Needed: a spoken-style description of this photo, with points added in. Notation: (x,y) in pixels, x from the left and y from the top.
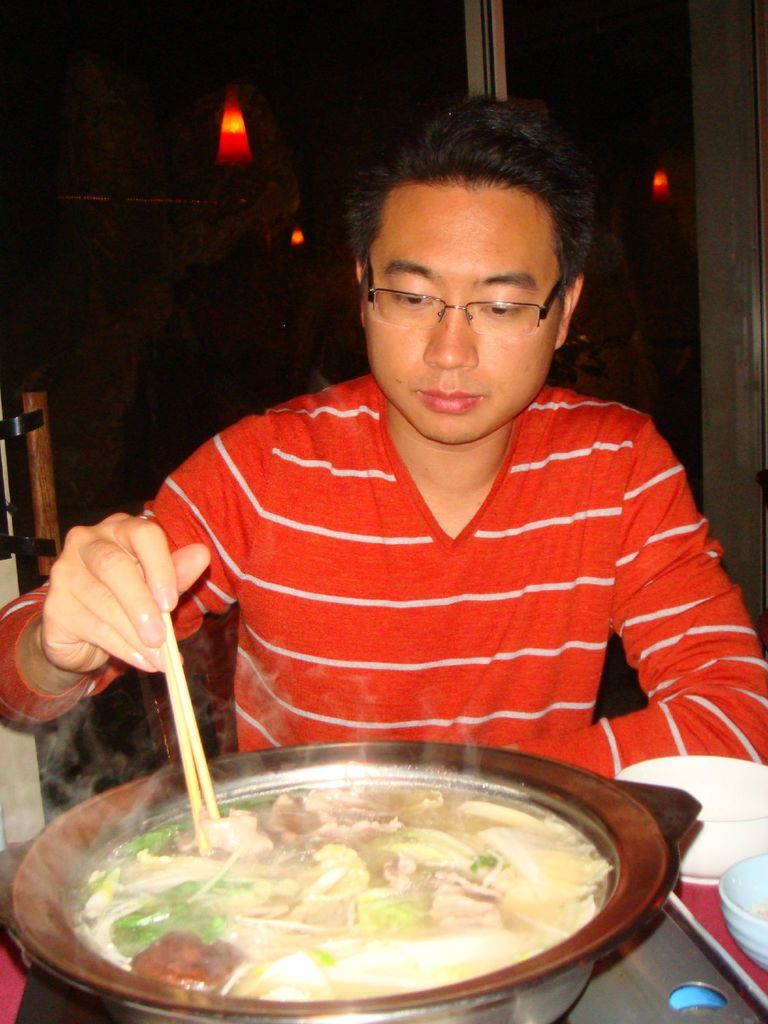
The red t-shirt man (474,489) is highlighted in this picture. He wore spectacles (493,317). This man (330,633) holds chopsticks (172,652). In-front of this man (512,477) there is a table (731,946), above the table (694,990) there is a bowl (244,1005). In this bowl (541,782) a food (333,946) is available.
